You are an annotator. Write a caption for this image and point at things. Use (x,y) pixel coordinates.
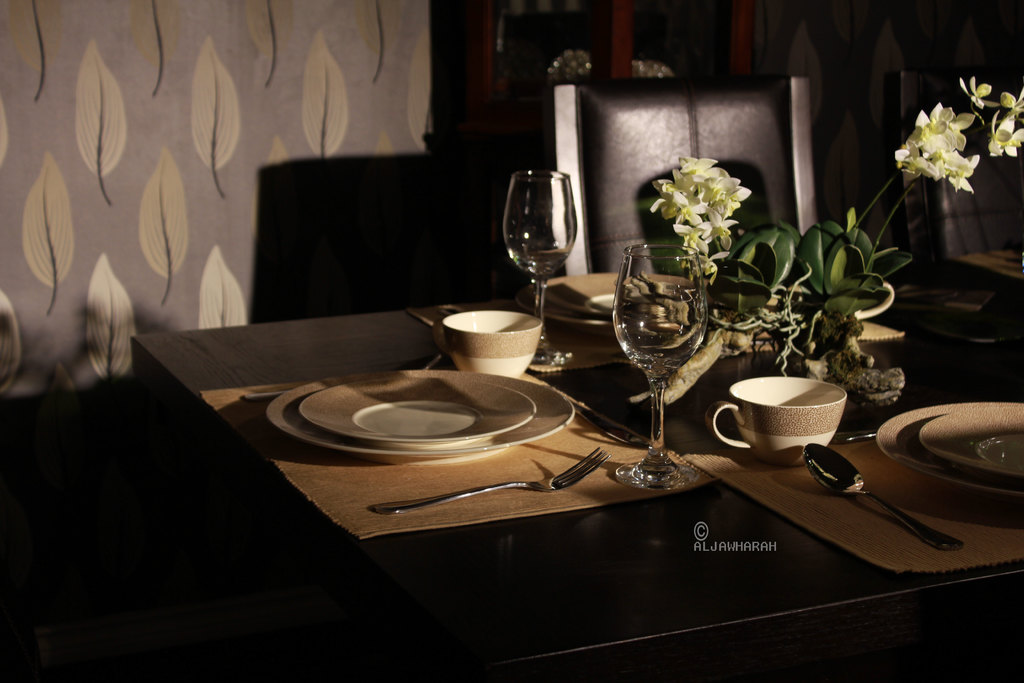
in this picture we can see the table (350,347) and one chair (610,143) in that table (412,344) we have some plates (417,400), cups (480,357), and glasses (540,228) over here and some flowers (763,294) on the table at the back side (279,86) we have some wall (70,185) in that wall (115,231) we have some leaf type painting (40,218).
